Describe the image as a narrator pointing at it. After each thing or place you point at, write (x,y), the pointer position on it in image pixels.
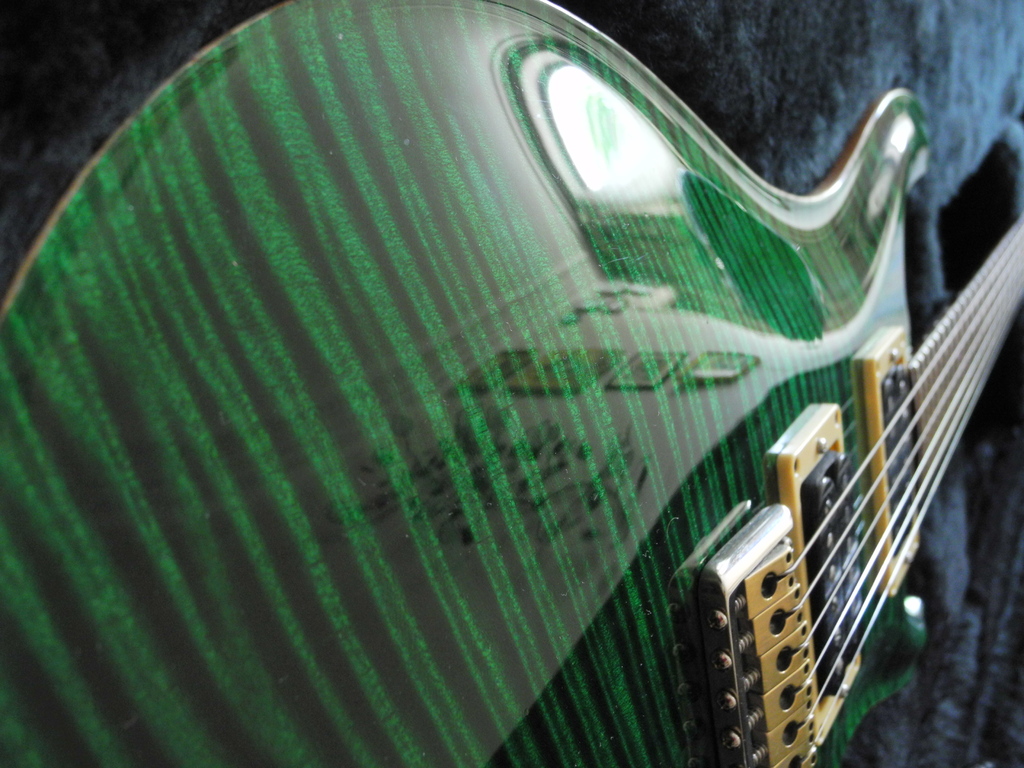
In this image there is a guitar (500,614) which is colored in green and the guitar (674,449) has strings (1008,266), pickups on it. It is placed on a towel (62,43) which has lots of fur (986,586) on it.
